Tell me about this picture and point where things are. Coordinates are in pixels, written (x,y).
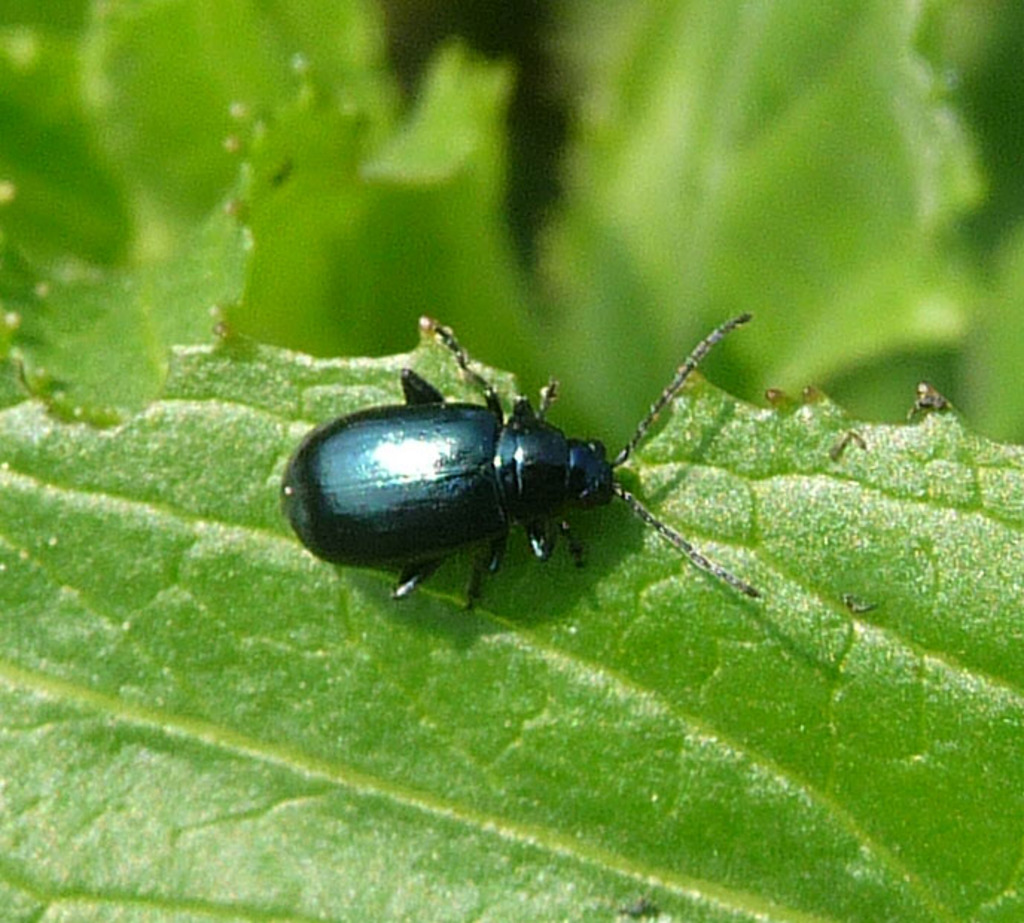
This image consists of an insect (379,430) in black color. It is on a leaf (517,685). The leaves (517,685) are in green color. And the background (27,184) is blurred.
